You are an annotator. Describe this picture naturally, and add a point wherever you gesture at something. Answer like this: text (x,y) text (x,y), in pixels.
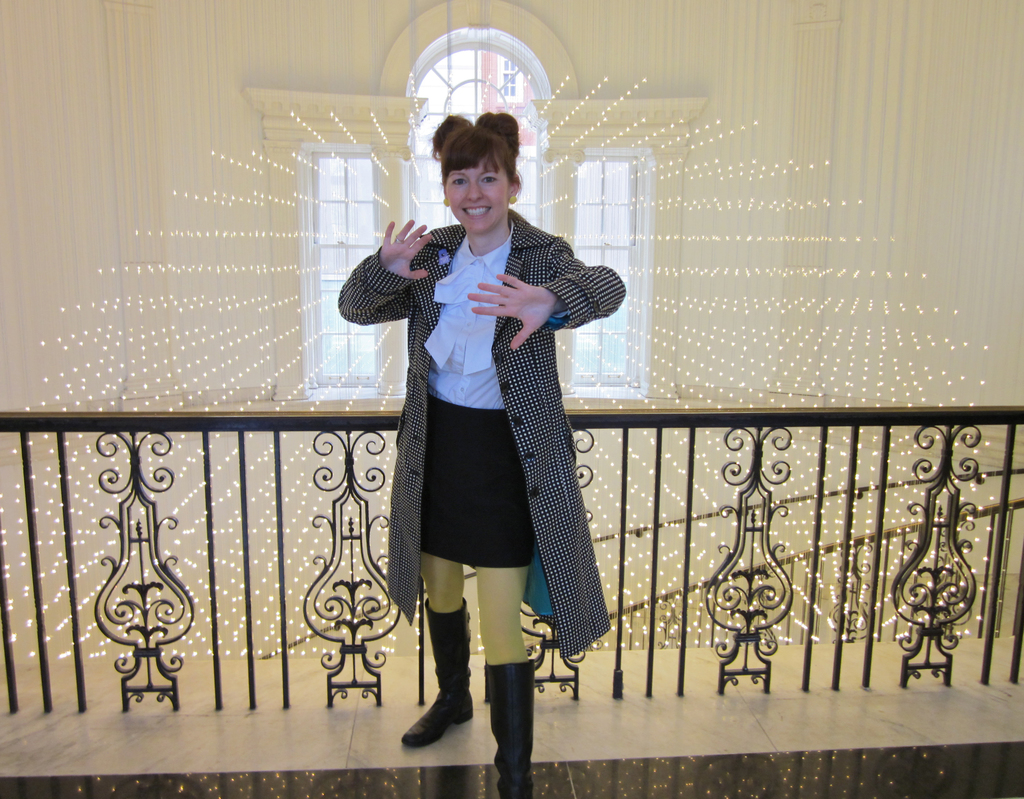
In this image I can see a woman (464,690) is standing and I can see she is wearing white shirt (467,360), black skirt (491,530), black shoes (519,725) and coat (551,456). I can also see smile (486,208) on her face (497,203) and in the background (877,578) I can see railing (633,419) and lights (331,116).
